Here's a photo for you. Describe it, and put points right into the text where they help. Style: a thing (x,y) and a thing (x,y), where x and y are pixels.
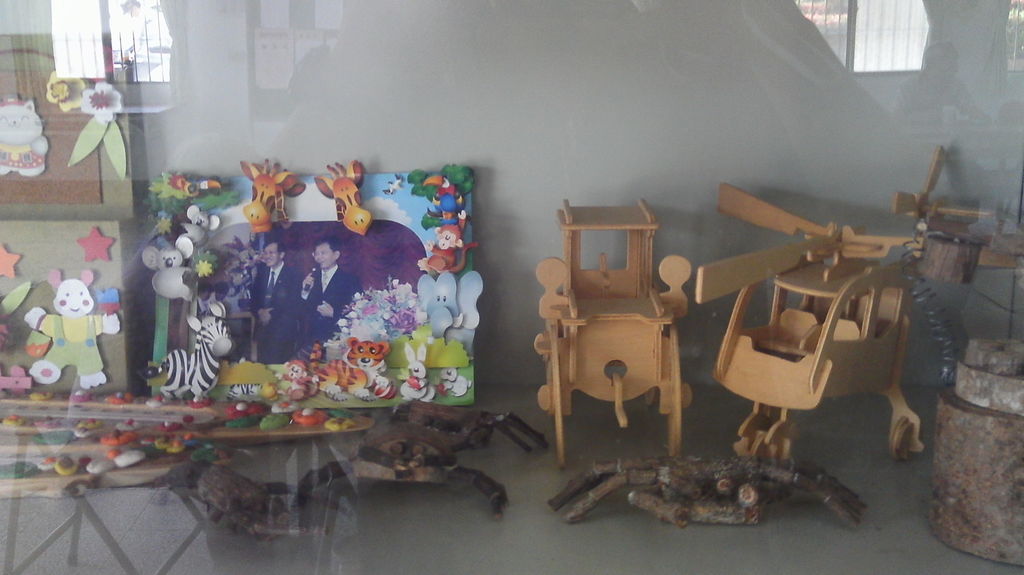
In this image, we can see two wooden objects (781,312), there are two paintings (101,331) and we can see the floor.
